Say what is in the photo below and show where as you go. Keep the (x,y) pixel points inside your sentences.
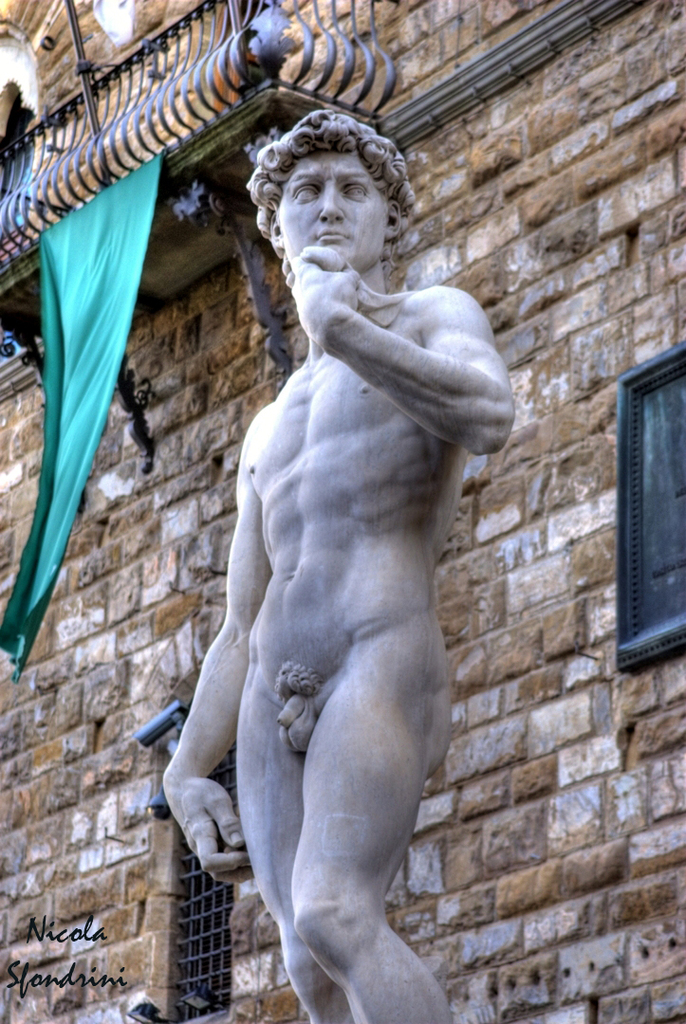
In this image I can see a person's sculpture (392,684), building (654,785), windows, cloth (100,417), text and balcony (180,240). This image is taken may be during a day.
